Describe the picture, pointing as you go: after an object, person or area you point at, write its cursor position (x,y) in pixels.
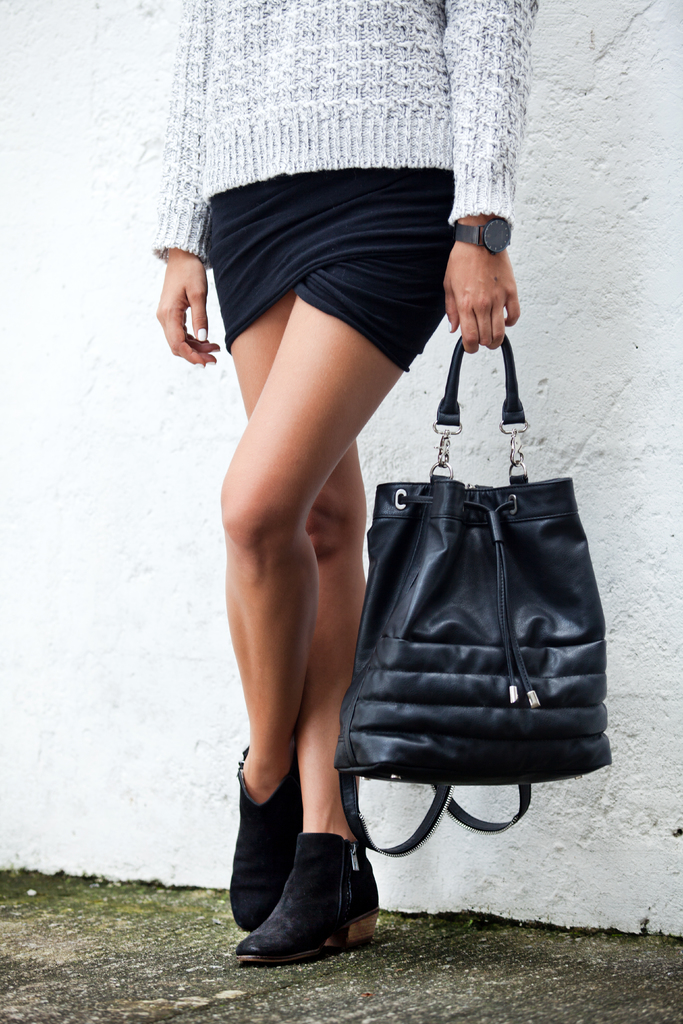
In this picture we can see a lady (196,114) in ash top (388,97), black skirt (352,282) and black shoes (287,808) and holding a black bag (451,658).
